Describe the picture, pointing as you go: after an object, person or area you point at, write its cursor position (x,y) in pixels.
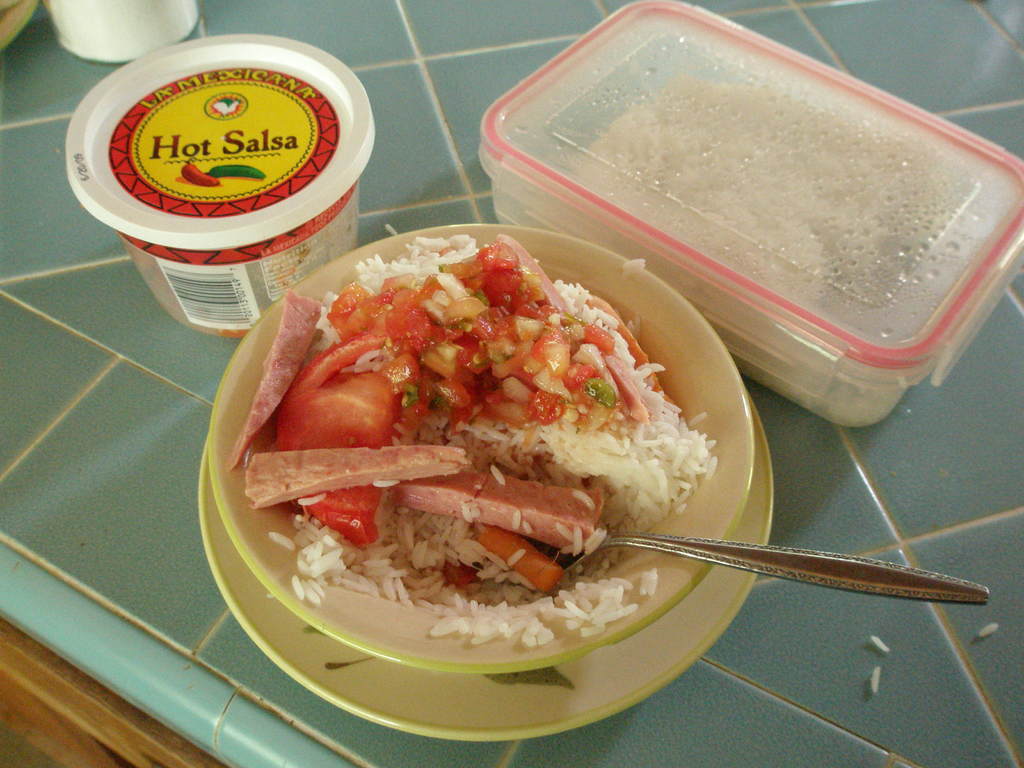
In this picture, we see a plate (463,724), bowl (630,570) containing the food (620,522) and spoon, a plastic box (796,376), a box (313,210) with a lid (266,58) and a white color object (111,38) are placed on the blue color table (94,433) or a counter top (186,447). In the left bottom (114,697), it is brown in color and it might be a wooden object (47,702).
